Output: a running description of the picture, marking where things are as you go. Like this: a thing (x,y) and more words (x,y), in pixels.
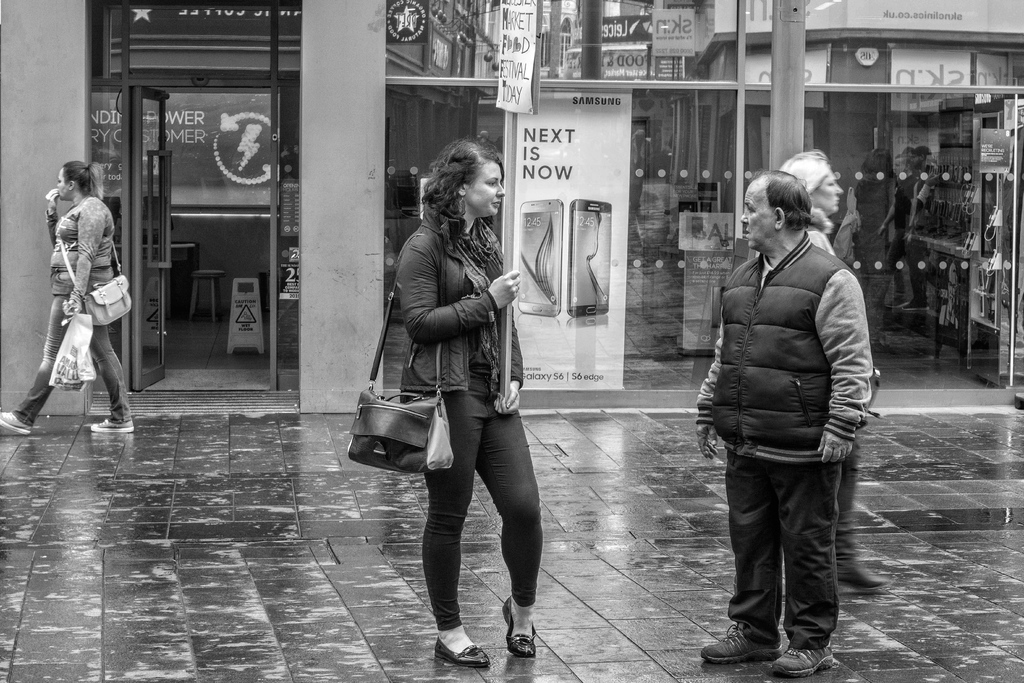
In this black and white image, there are two persons (767,351) standing and wearing clothes (483,425). There is a person (112,242) on the left side of the image (98,240) wearing a bag (90,303). There is an another person (820,218) beside the building (853,119).
